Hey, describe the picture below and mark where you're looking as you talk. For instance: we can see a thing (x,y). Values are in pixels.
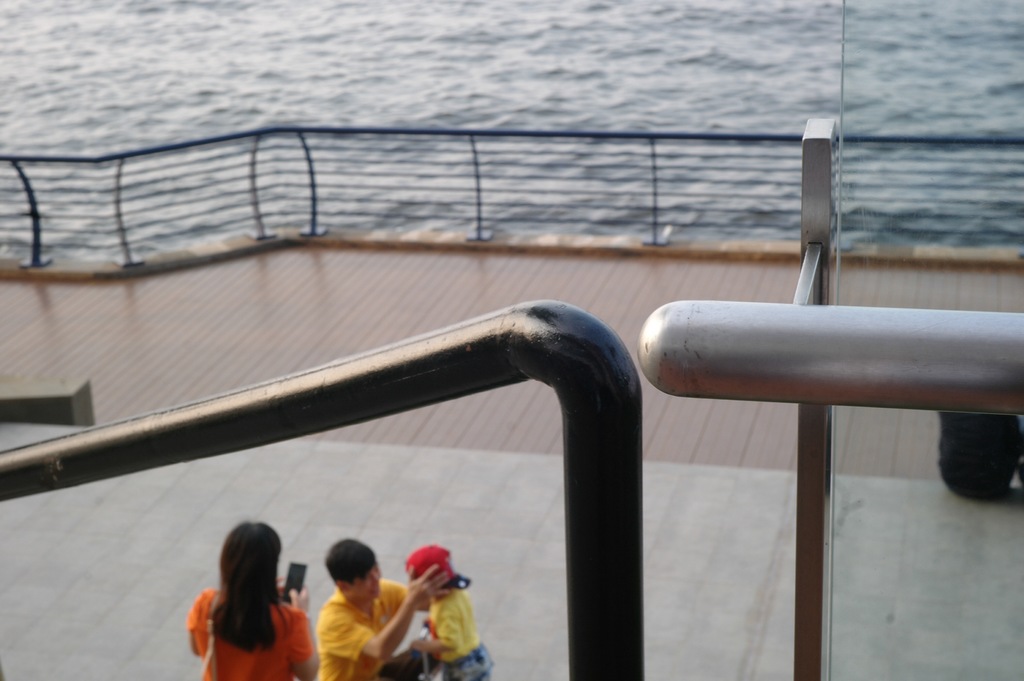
In this image we can see the steel railing (926,348) and this person (312,653) wearing orange T-shirt (261,658) is holding a mobile phone (297,578) and this person (396,589) and a child (458,633) are wearing yellow T-shirts (375,613) are on the floor (53,512). Here we can see the water (335,117) in the background (610,117).
